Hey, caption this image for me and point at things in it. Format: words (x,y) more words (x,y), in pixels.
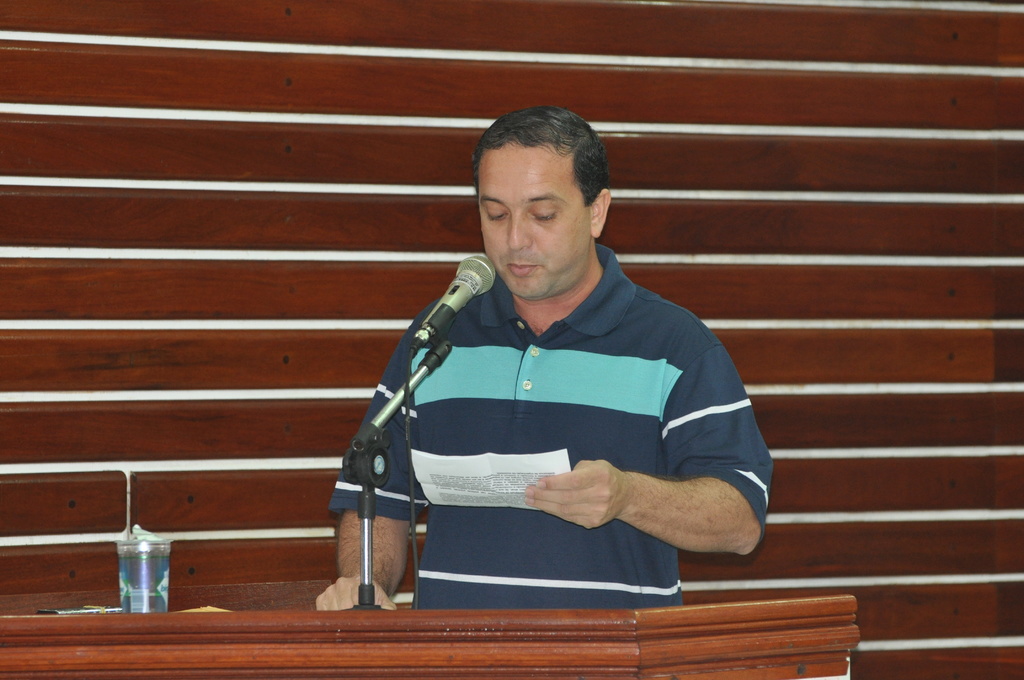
This man (612,377) is holding a paper (498,502) and looking at this paper (533,469). On this table (480,666) there is a mic (431,331) and glass (163,583).
